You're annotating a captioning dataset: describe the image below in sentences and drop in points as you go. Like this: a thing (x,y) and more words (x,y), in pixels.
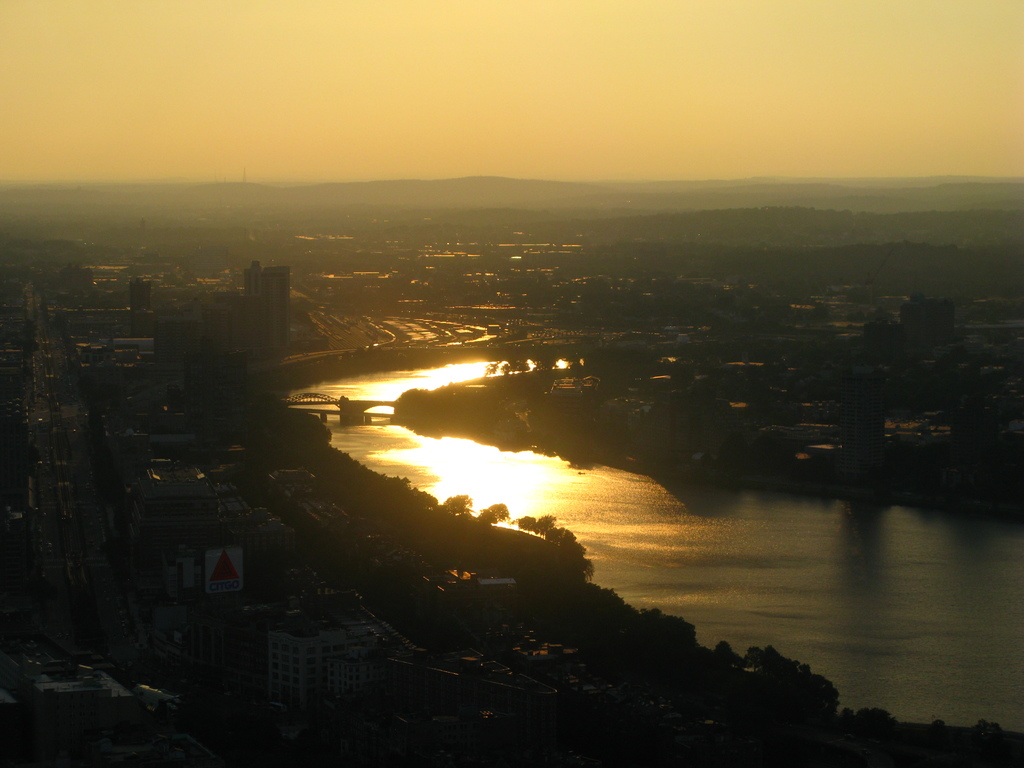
There are water (711,537) and there are buildings (249,356) and trees (461,534) on either sides of it.
